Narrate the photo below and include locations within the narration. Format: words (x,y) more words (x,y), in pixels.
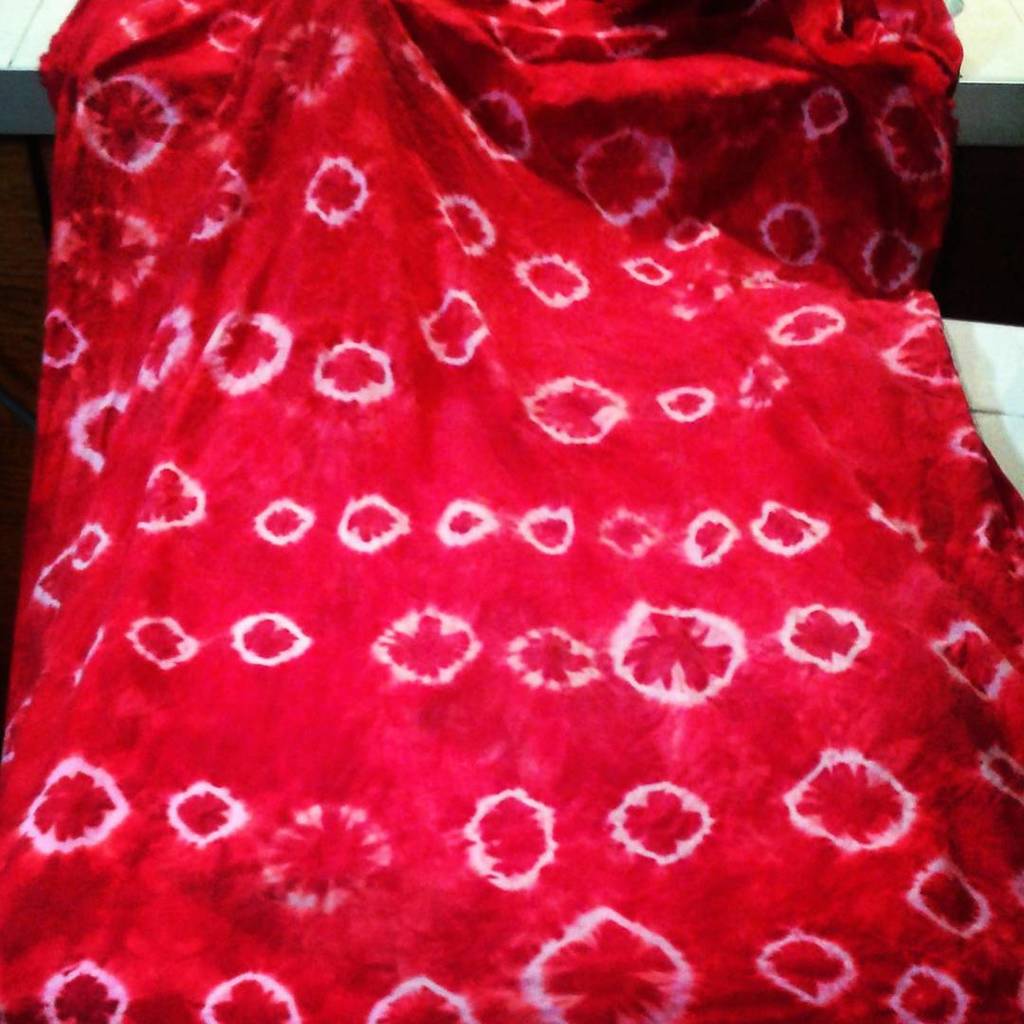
In this picture we can see a red cloth (547,451) on it we can see white patches (772,545).
